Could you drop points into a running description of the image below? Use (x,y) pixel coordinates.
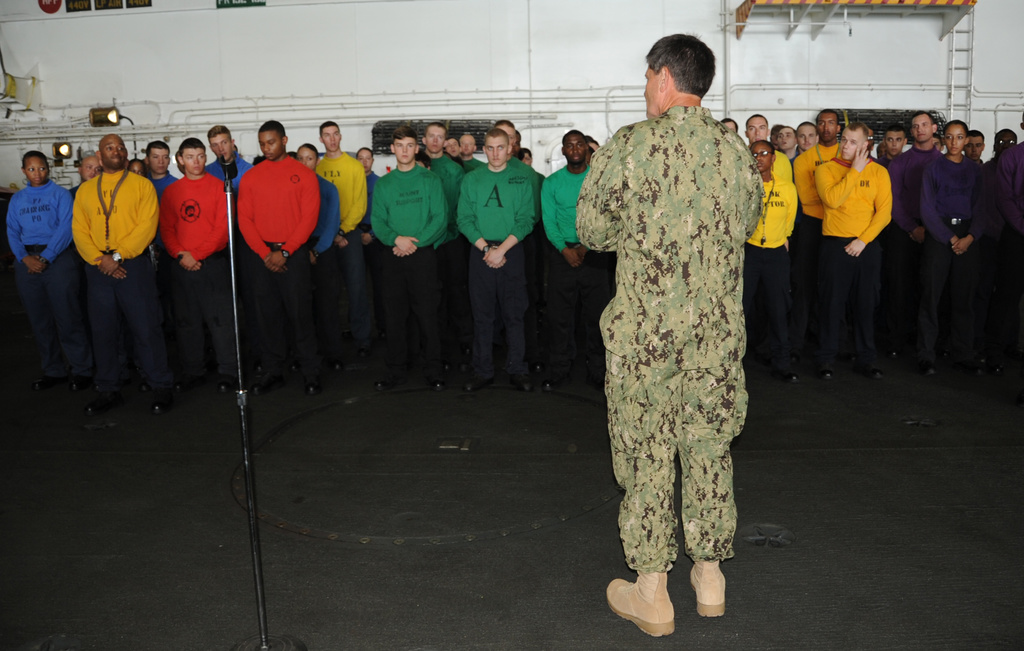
In this picture we can see a group of people (277,295) standing and a stand (230,224) on the floor (506,471) and in the background (300,25) we can see wall (346,13).
